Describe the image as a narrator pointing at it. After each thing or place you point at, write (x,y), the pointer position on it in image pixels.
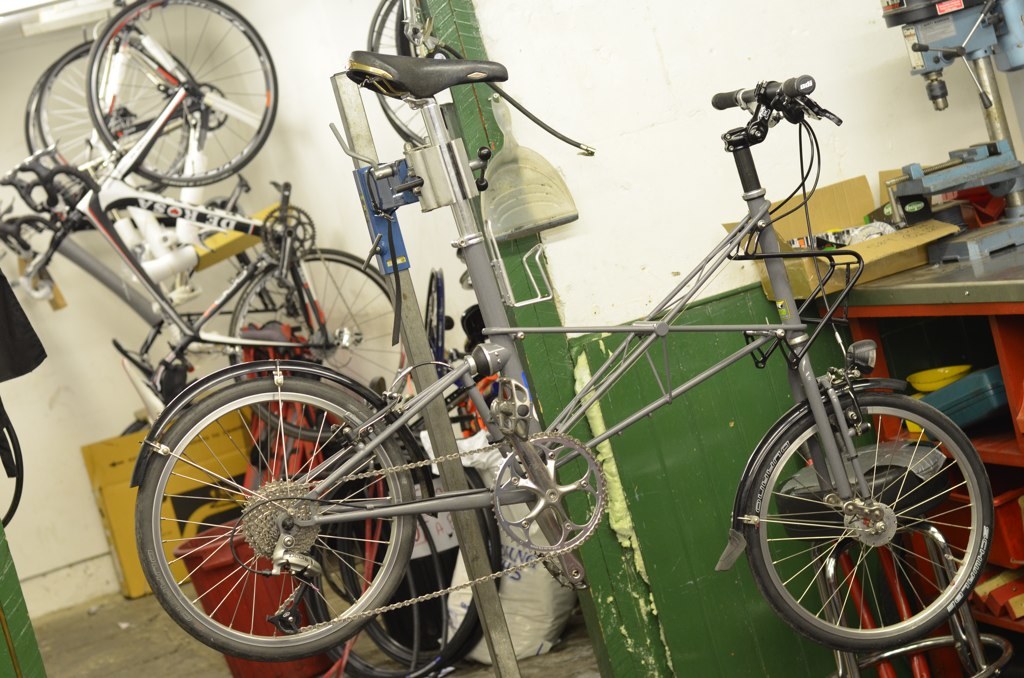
In this picture, we see many bicycles (335,345). On the right side (897,276), we see a table (914,283) on which a box (868,251) and machinery equipment (962,245) are placed. Beside that, we see a green wall (682,322). Behind that, we see a plastic bag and a garbage bin (227,586) in red color. In the background (219,430), we see a yellow cardboard box (176,500). In the background (81,303), we see a wall (689,167) which is white in color. This picture might be clicked in the bicycle garage (610,368).
